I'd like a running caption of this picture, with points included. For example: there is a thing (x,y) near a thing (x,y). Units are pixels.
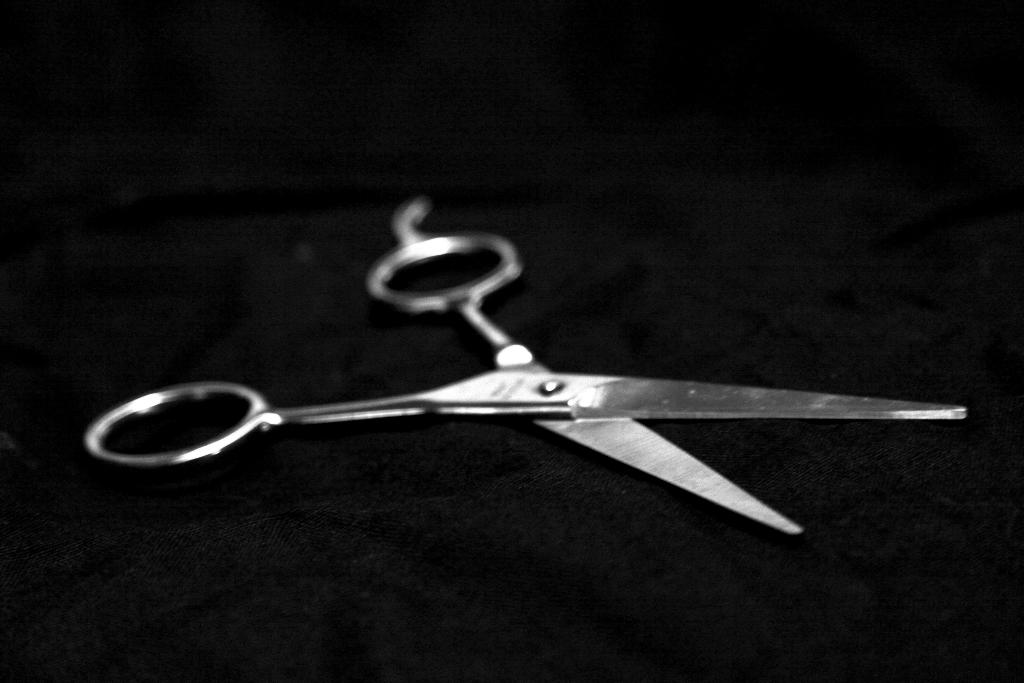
In this picture we can see a metal scissor (631,389) on the black surface (343,356).
